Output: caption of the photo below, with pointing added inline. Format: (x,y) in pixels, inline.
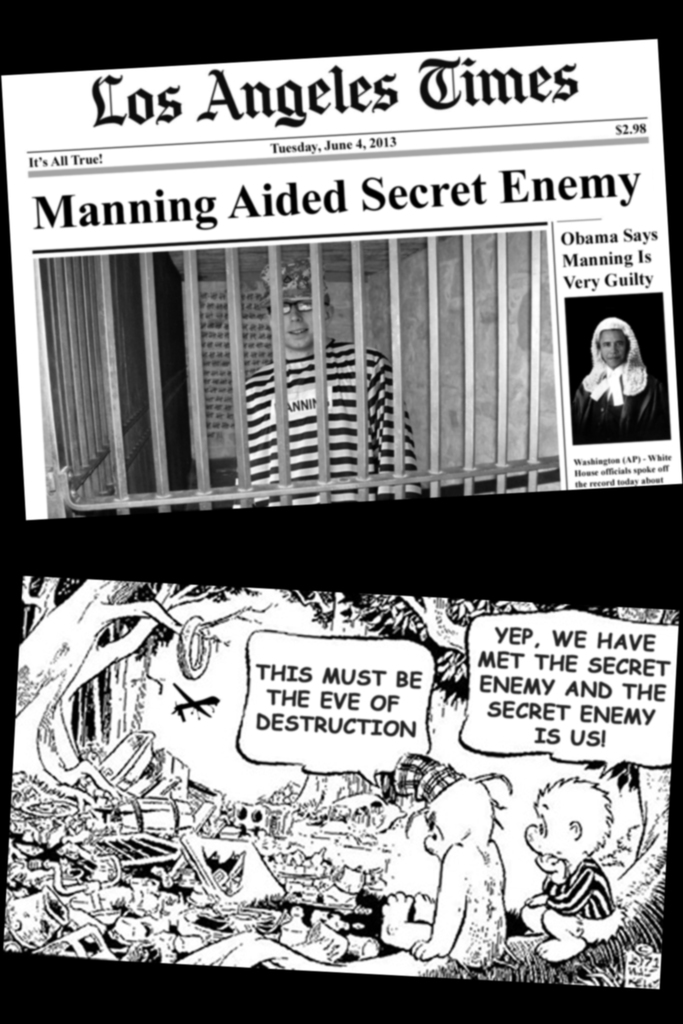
It is an edited image there are two different pictures (222,587), in the first image (177,364) there is a description of some news (103,215) and in the second picture there are some animated pictures (353,854) and a conversation (323,690) between two animals (482,810).
